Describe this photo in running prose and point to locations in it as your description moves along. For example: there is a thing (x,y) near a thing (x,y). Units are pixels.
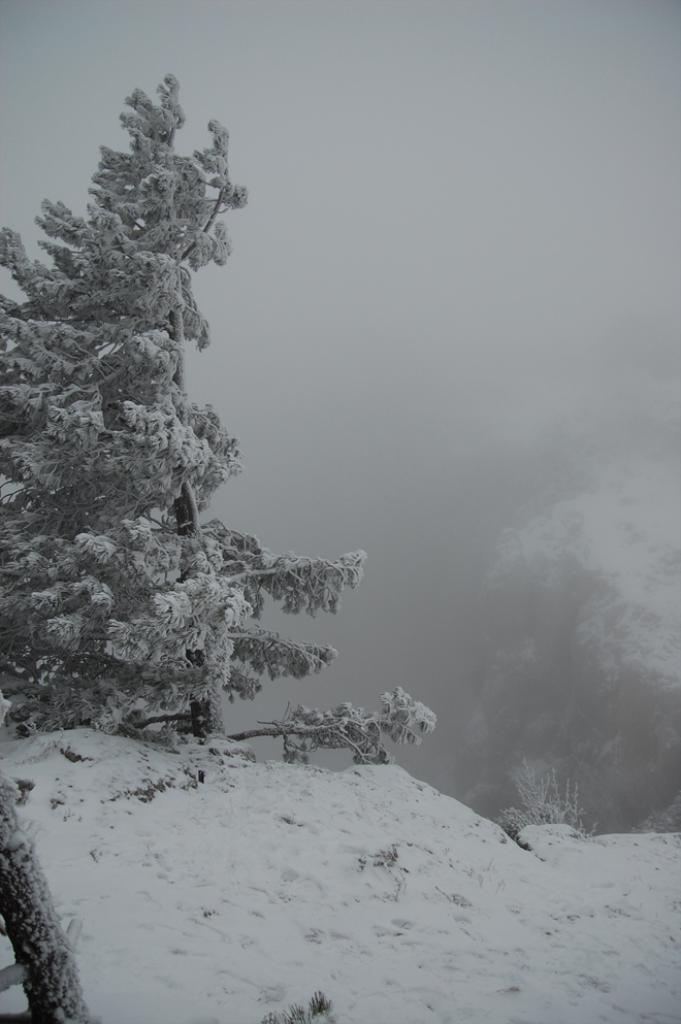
In this image I can see mountains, trees (292,671), fog (447,467) and the sky (424,444). This image is taken may be near the mountains (338,824).
